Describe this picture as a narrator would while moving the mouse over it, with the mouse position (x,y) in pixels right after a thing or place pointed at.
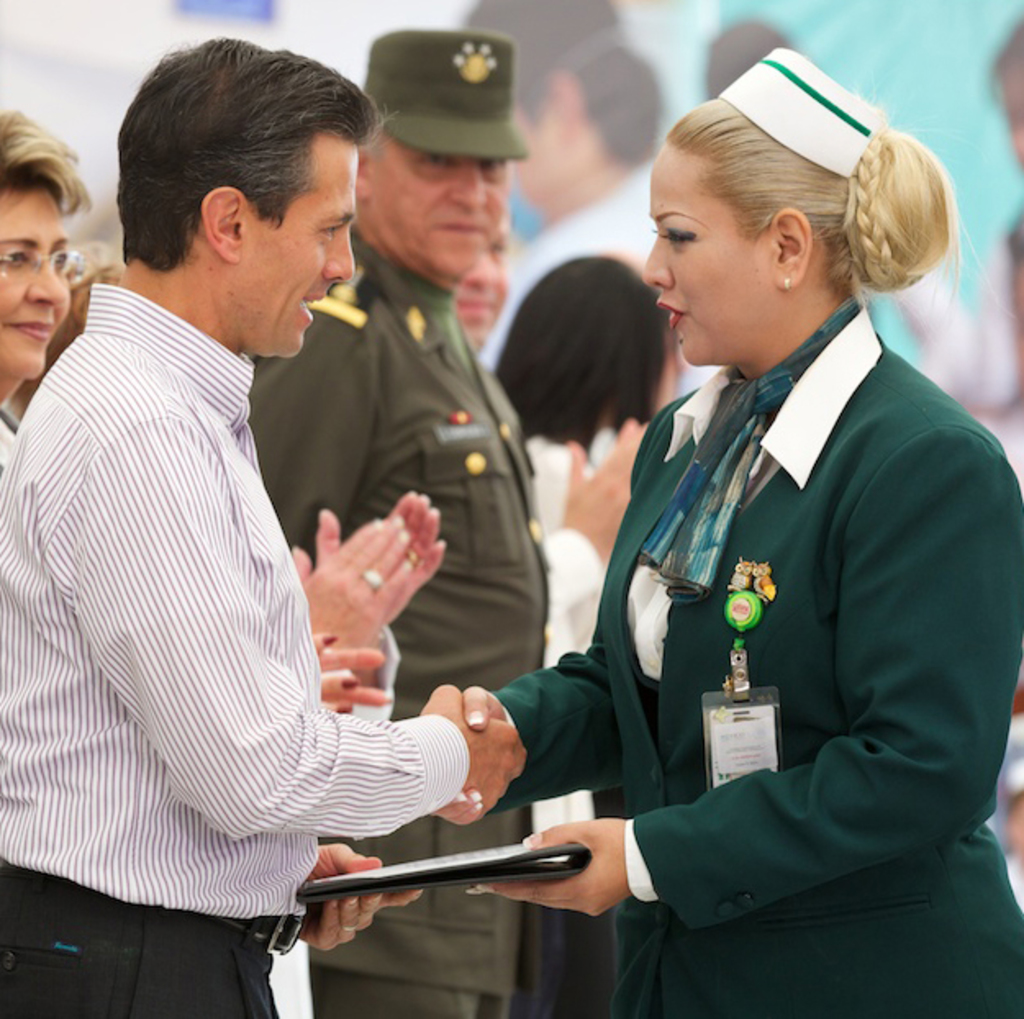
In this image we can see a man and a woman (759,516) standing holding a file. On the backside (606,310) we can see a group of people (646,401) standing and a banner (1006,394) containing some pictures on it.
